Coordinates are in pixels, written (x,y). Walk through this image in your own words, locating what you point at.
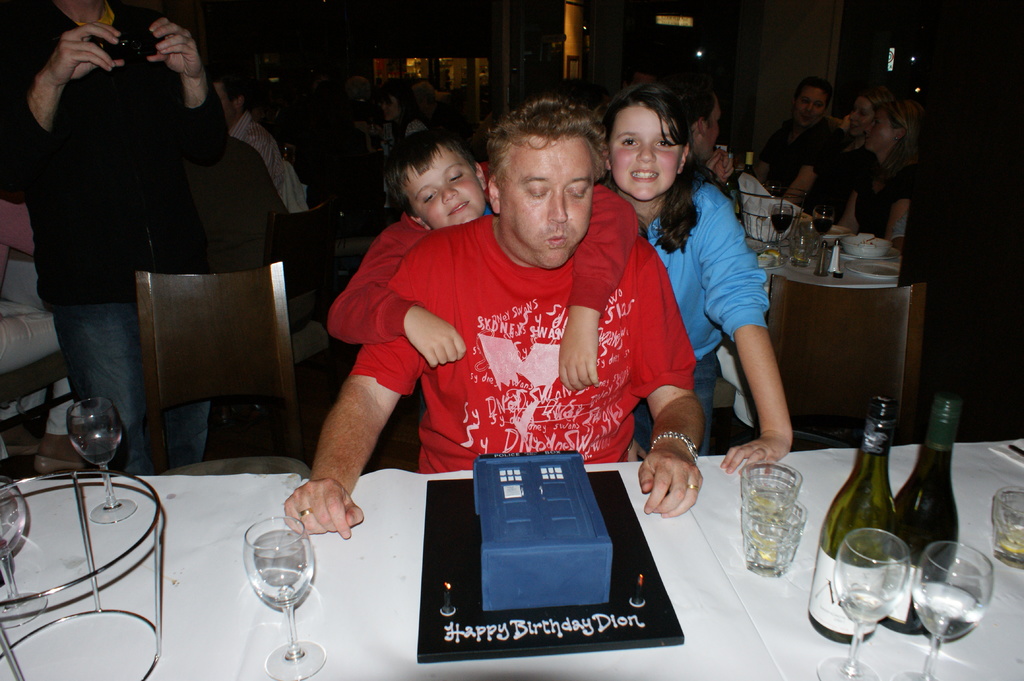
In this image there are people (569,208) sitting on the chairs (851,298) at the tables (747,572). At the bottom (712,638) there is a table (752,589). On the table (731,555) there are wine glasses (919,595), wine bottles (871,505), glasses (772,492) and a cake (495,601). There is text (498,634) on the cake (508,603). Beside the table (408,490) there is a man (447,402) sitting on the chair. Behind the man (504,188) there are two kids (655,205). To the left (164,202) there is a person (114,169) standing and holding a camera (139,55) in the hand (163,30). The background (634,62) is dark.
